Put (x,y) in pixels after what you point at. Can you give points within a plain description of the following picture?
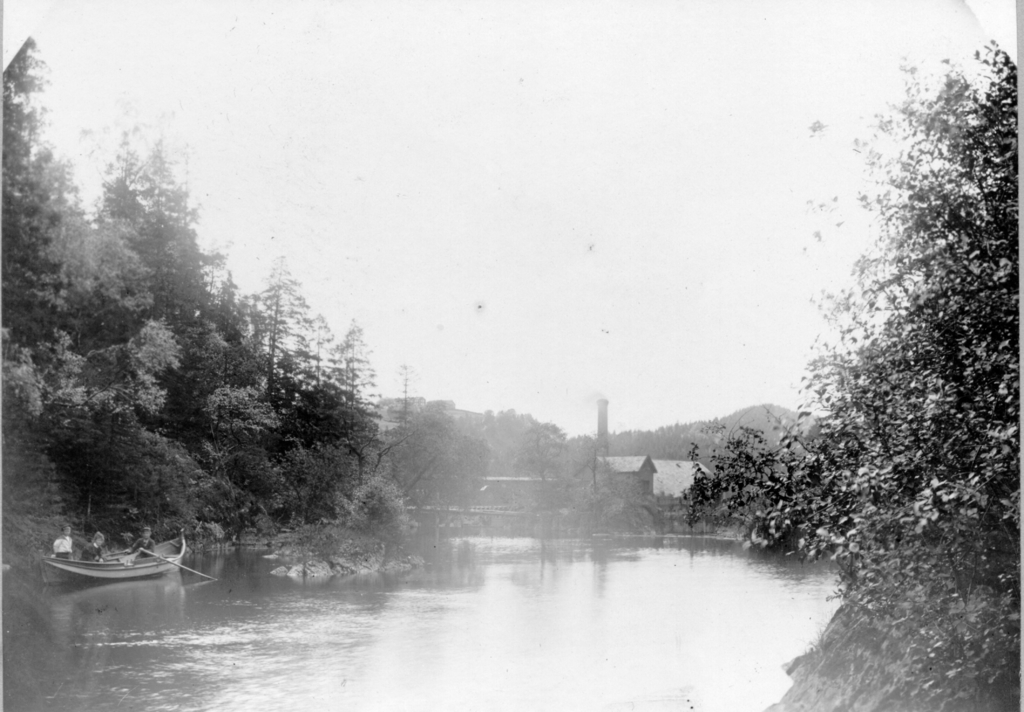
This is a black and white image where we can see a boat (160,555) on the surface of water (386,643). On the both sides of the image, we can see trees (911,401). In the background (626,445), we can see a house (639,490) and trees (415,441). At the top of the image (512,140), we can see the sky (715,159). We can see people (142,549) on the boat (116,554).
